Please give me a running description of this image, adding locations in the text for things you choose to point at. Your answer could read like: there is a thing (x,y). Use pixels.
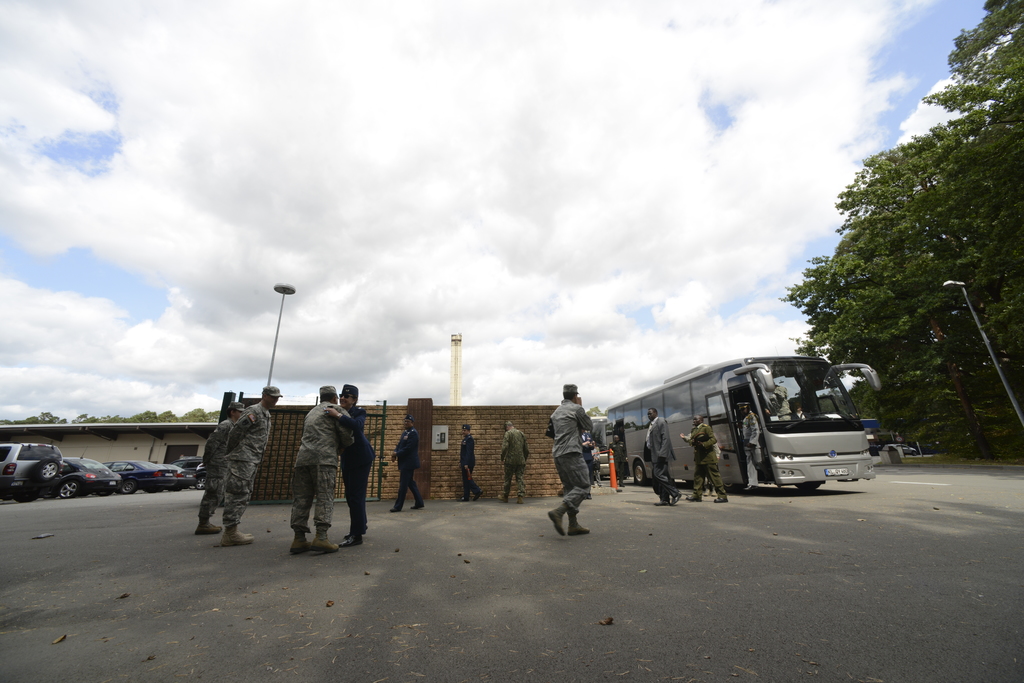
In this image, in the middle (661,442), we can see a group of people (700,473) are walking on the road (812,543) and few people (513,469) are standing. On the right side (921,425), we can see some trees (868,349), street lights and a bus (783,473). On the left side (6,476), we can see some cars (79,481). In the background (39,439), we can see a building (17,438), gate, wall (389,443), trees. On the top (677,111), we can see a sky (484,276), at the bottom (789,593) there is a road (327,572).
